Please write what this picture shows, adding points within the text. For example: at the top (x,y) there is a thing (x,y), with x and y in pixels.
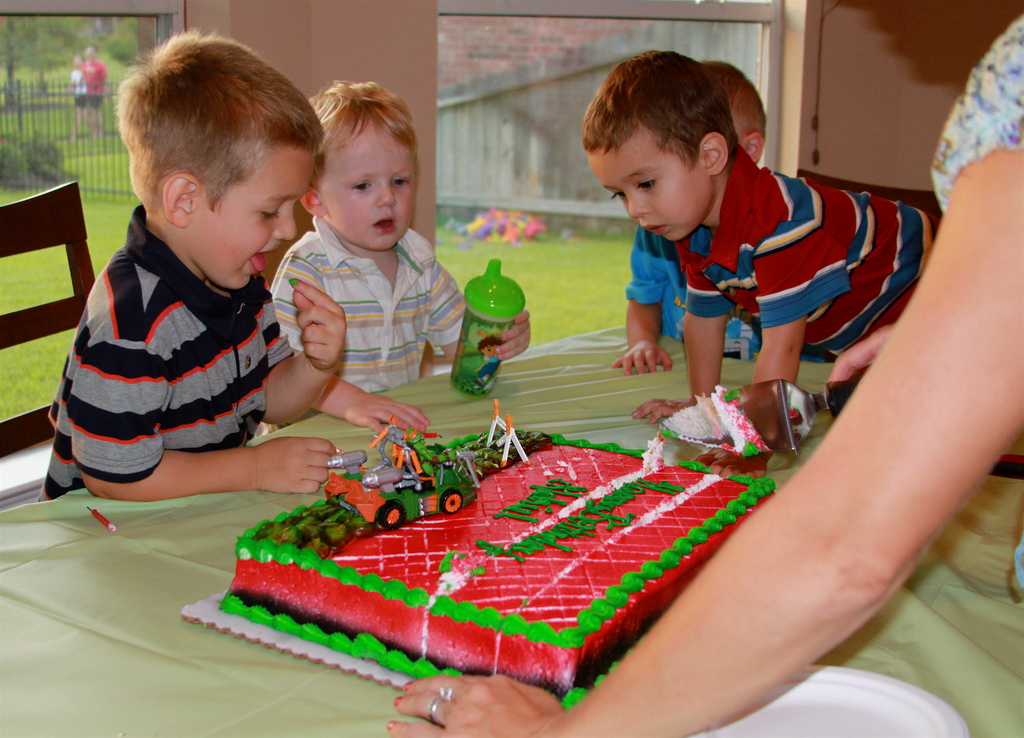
In this picture, we can see a few people (944,267) and a few children (193,301) are playing at the table (64,638) and we can see the table (92,645) covered with cloth (27,638) and we can see the chair (0,230), some objects (567,465) on the table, wall (283,250) with glass doors (52,254) and from the glass doors (93,210) we can see the garden (566,318) and some objects (482,221) in the garden (533,242), fencing (19,122), plants (42,164), wall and some trees (34,20).
